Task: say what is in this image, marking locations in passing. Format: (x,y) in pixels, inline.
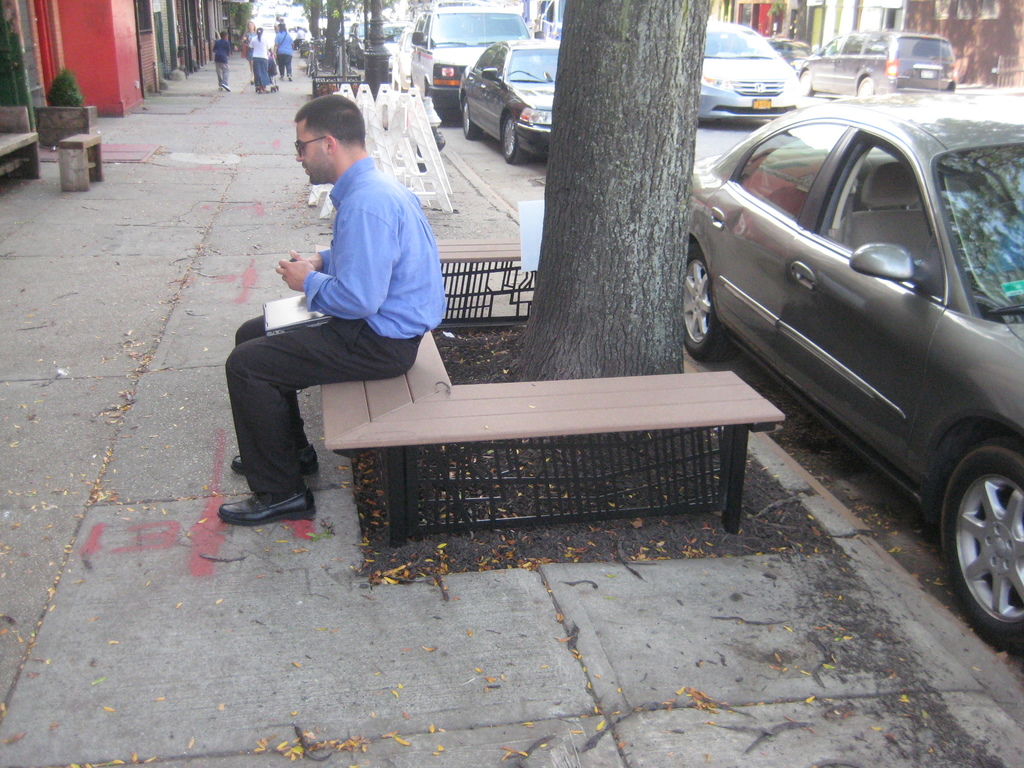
in the picture we can see a road (486,141), on the road (837,485) there were many cars (489,72), near the road (833,463) there was a footpath (842,517), on the foot path (198,106) there was a tree (590,128), near the tree (567,289) there was a bench (651,411), a person (392,246) was sitting on the bench (665,409), near the person (268,396) there was a tree (334,38) there were also small plants (62,103), some of the persons (256,65) are walking on the foot path (238,66).
